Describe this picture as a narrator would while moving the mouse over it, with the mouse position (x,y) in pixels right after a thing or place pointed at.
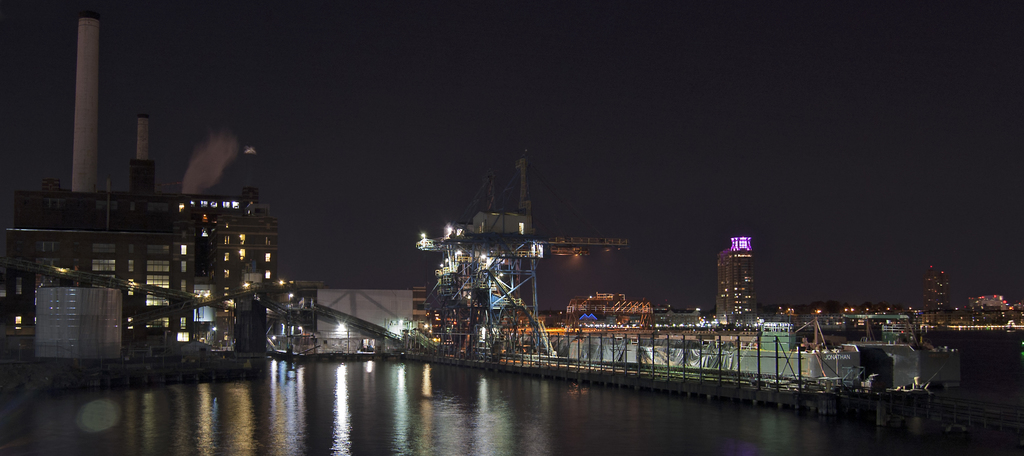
As we can see in the image there are buildings (733,259), lights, water (416,410), fence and on the top (496,30) there is a sky (501,31).
